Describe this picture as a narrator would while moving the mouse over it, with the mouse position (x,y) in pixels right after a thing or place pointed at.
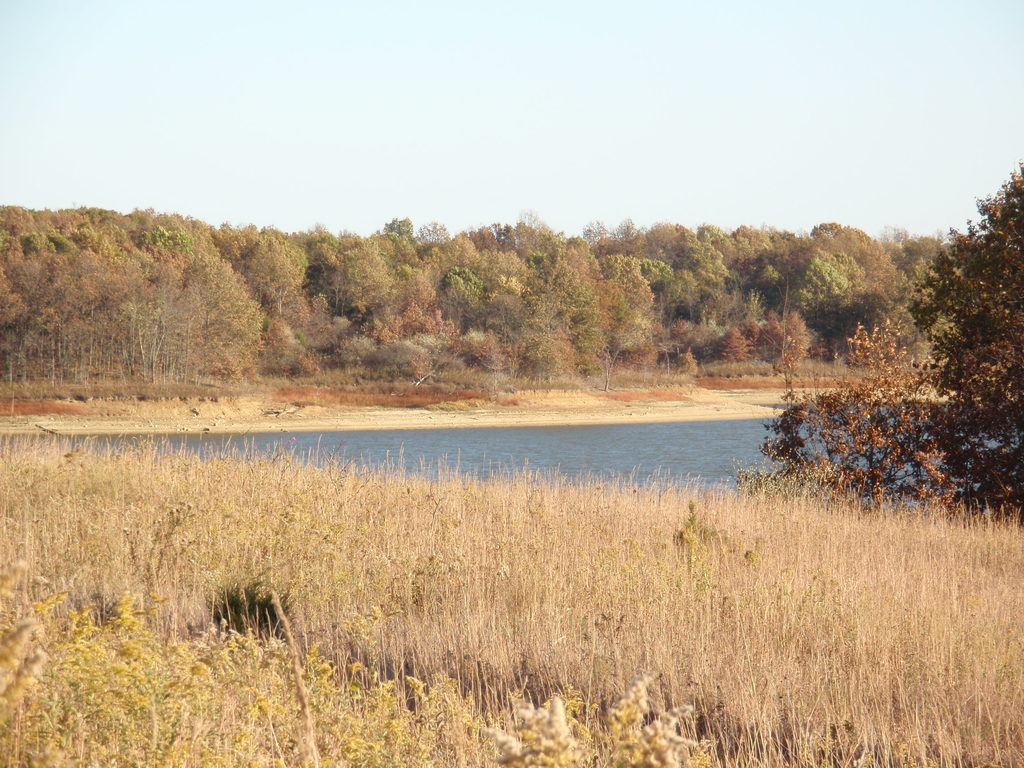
In this picture I can observe some plants (331,563) on the land (573,546). There is a lake (484,456) in the middle of the image (532,452). In the background (520,275) there are trees (715,302) and a sky (428,167).
